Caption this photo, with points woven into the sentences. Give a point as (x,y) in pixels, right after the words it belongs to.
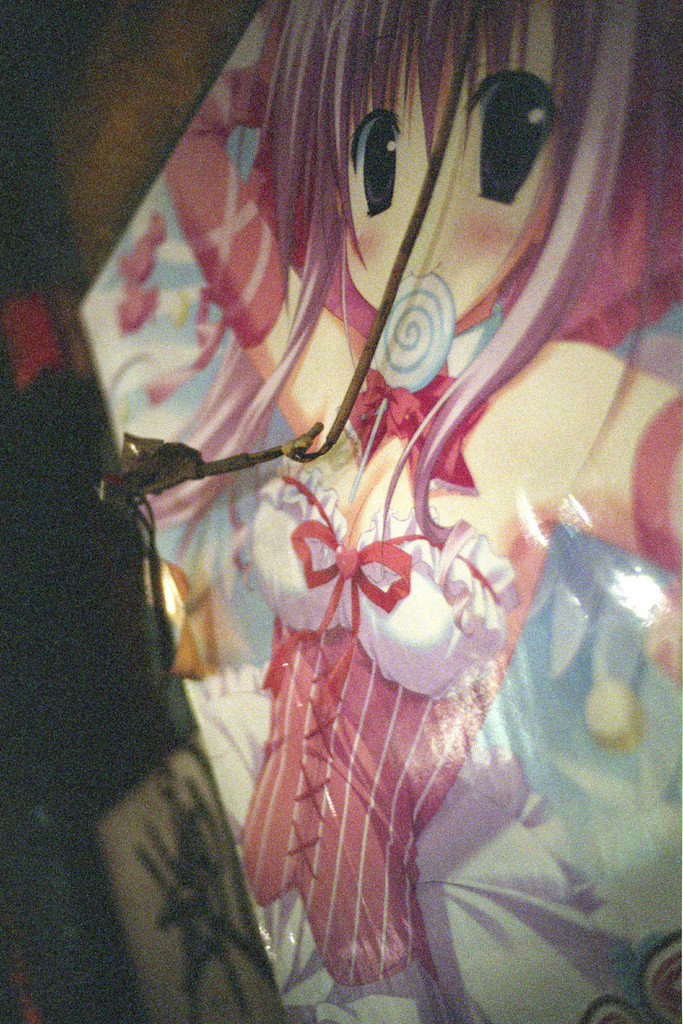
In this image I can see a huge board (465,656) and in the board (381,438) I can see a woman (488,500) wearing red and white colored dress (347,614). I can see the dark background (4,604).
